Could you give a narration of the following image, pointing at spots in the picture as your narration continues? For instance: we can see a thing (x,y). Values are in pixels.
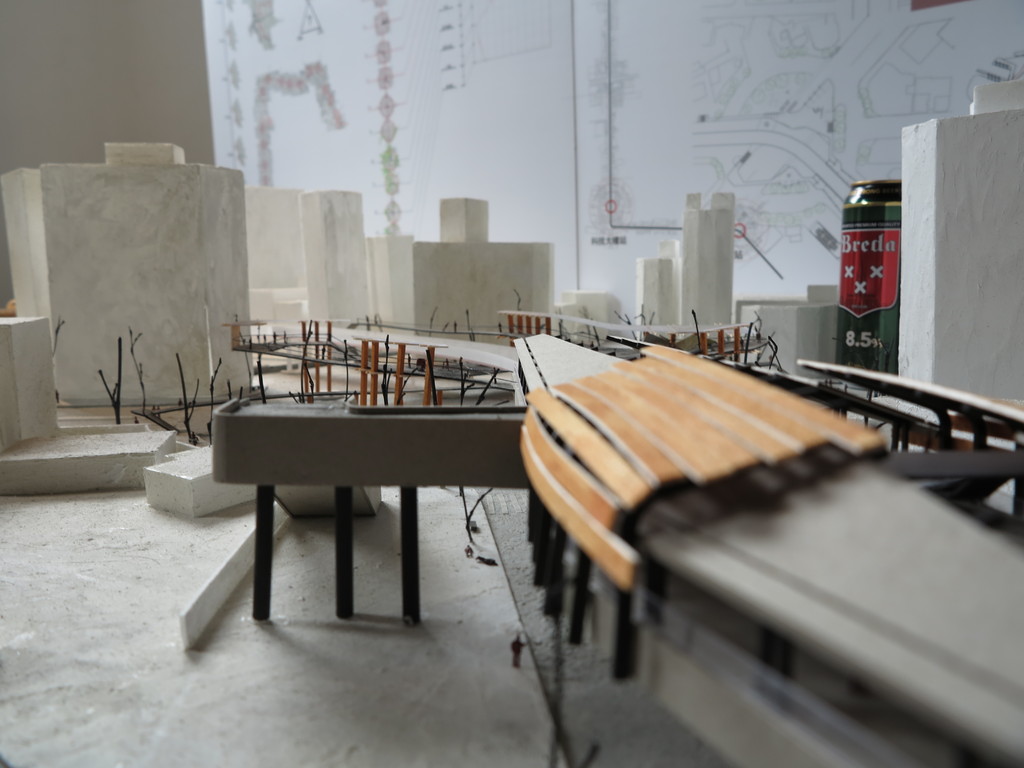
This looks like a table (439,418). I can see a tin (885,315), which is placed here. These are the marble stones (244,273). This looks like a poster (585,86) with a pencil art (761,102) on it.
